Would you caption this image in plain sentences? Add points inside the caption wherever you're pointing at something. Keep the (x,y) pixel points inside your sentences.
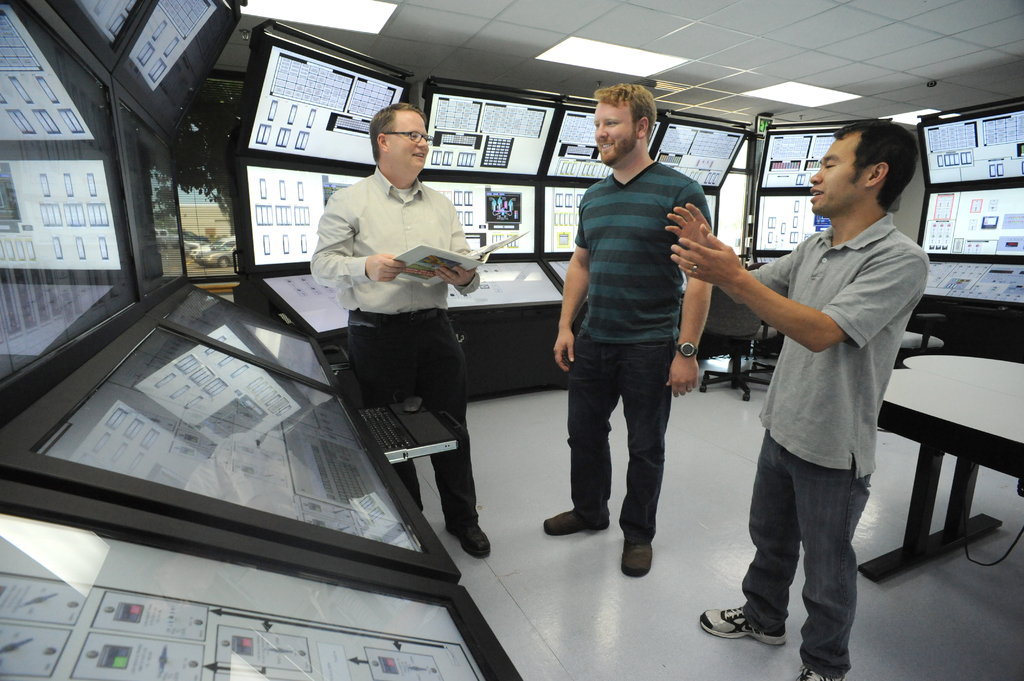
In this picture, we see three men (568,276) are standing. All of them are smiling. The man (786,382) on the right side (813,396) who is wearing a grey T-shirt (817,283) is trying to explain something. The man (410,248) in the white shirt (335,252) is holding a book (423,268) in his hands (391,278). Behind them, we see screen (469,192) on which something is displayed. In the background (208,252), we see a window (201,225) from which we can see cars (205,246), buildings (206,220) and trees (211,156).
